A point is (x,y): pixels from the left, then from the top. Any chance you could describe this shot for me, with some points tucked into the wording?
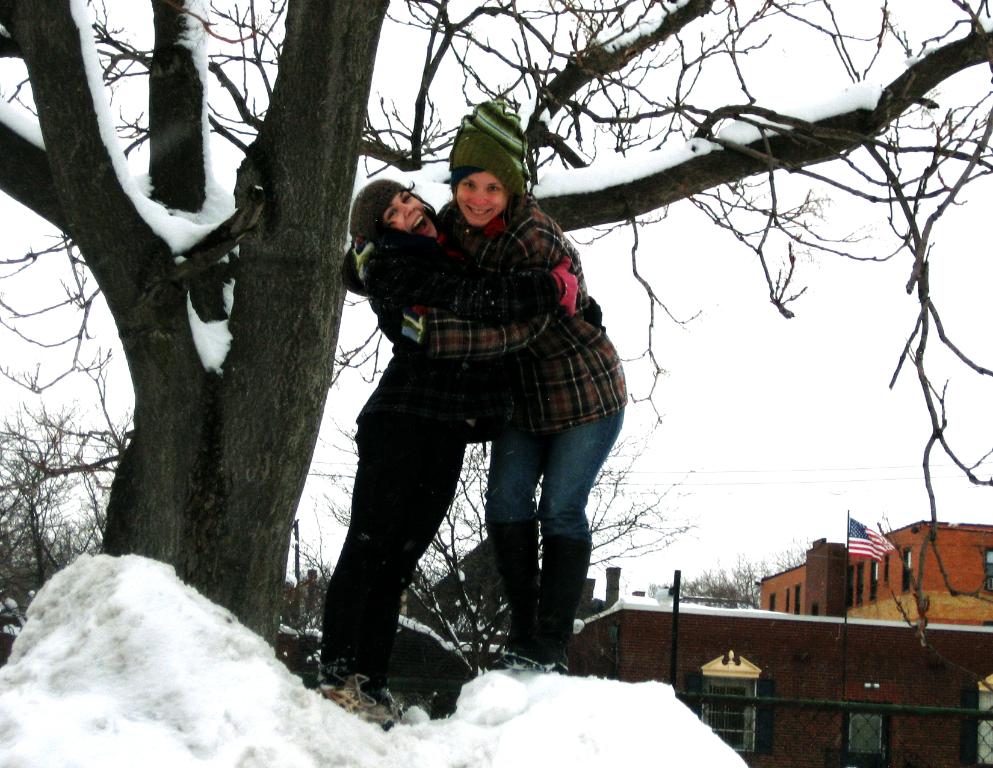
In this picture there are two persons (363,557) standing and smiling. At the back (421,654) there are buildings (799,631) and trees (925,484) and there is a flag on the building (820,689). At the top (721,231) there is sky (760,345). At the bottom (564,747) there is snow (617,748).
